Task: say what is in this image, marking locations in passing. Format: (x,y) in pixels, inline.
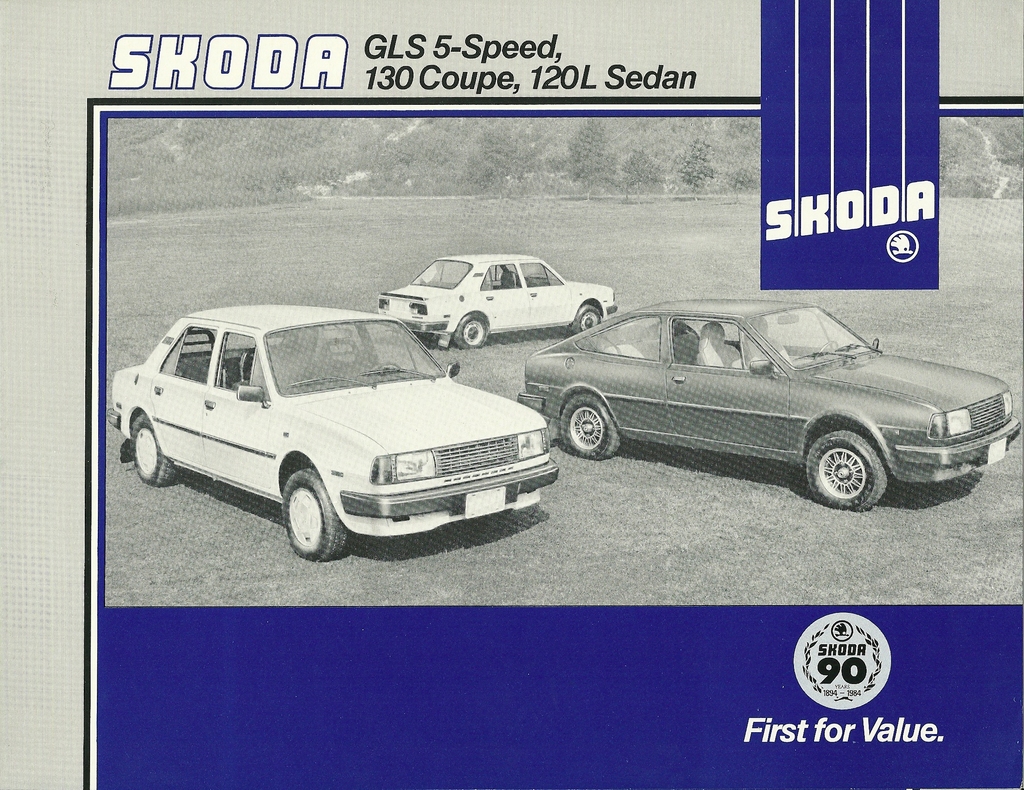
In the picture we can see pamphlet (602,691) with three car images (226,455) on the surface (123,335) and on the top of it we can see the name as SKODA.
